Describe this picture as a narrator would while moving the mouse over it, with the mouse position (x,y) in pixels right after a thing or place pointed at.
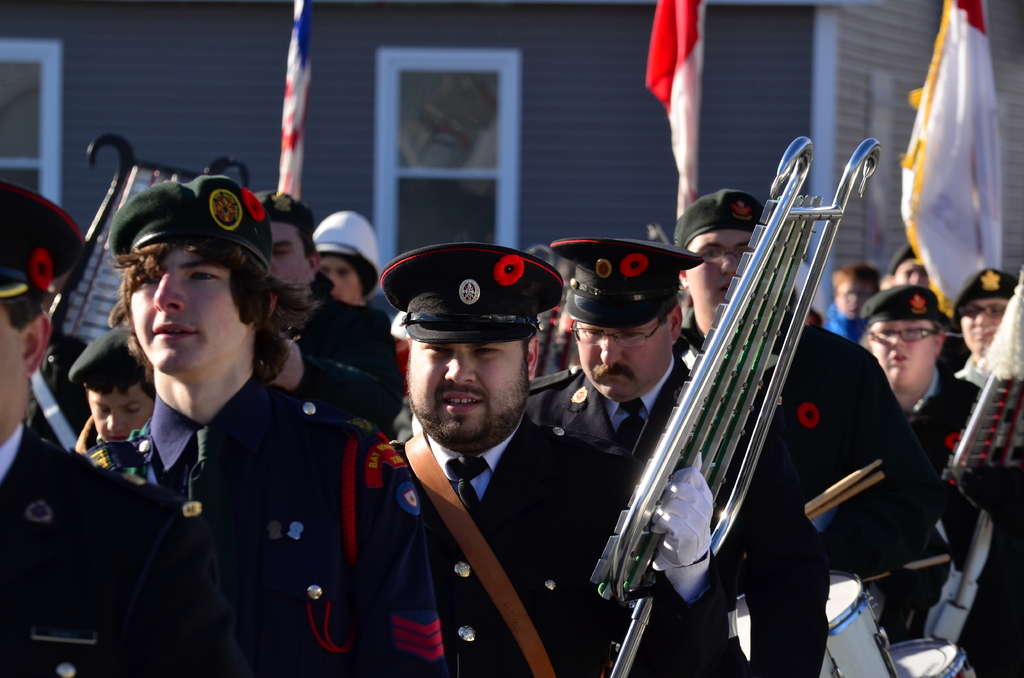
In the foreground of the picture (499,299) there are soldiers (642,364) marching, they are holding different musical instruments (821,207) and flags (674,27). The background (7,56) is blurred. In the background (480,95) there is a building (540,95).
